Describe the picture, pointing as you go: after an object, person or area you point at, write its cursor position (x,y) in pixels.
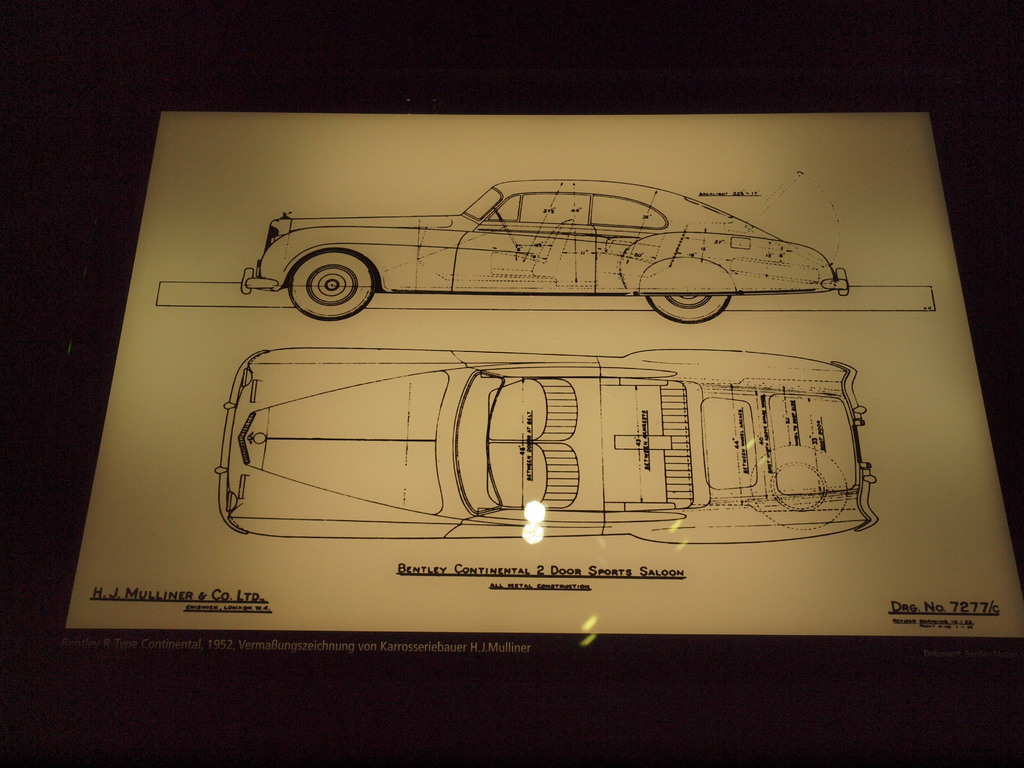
In this image, we can see a paper (859,263) contains car diagrams (530,202) and some text (593,577).
